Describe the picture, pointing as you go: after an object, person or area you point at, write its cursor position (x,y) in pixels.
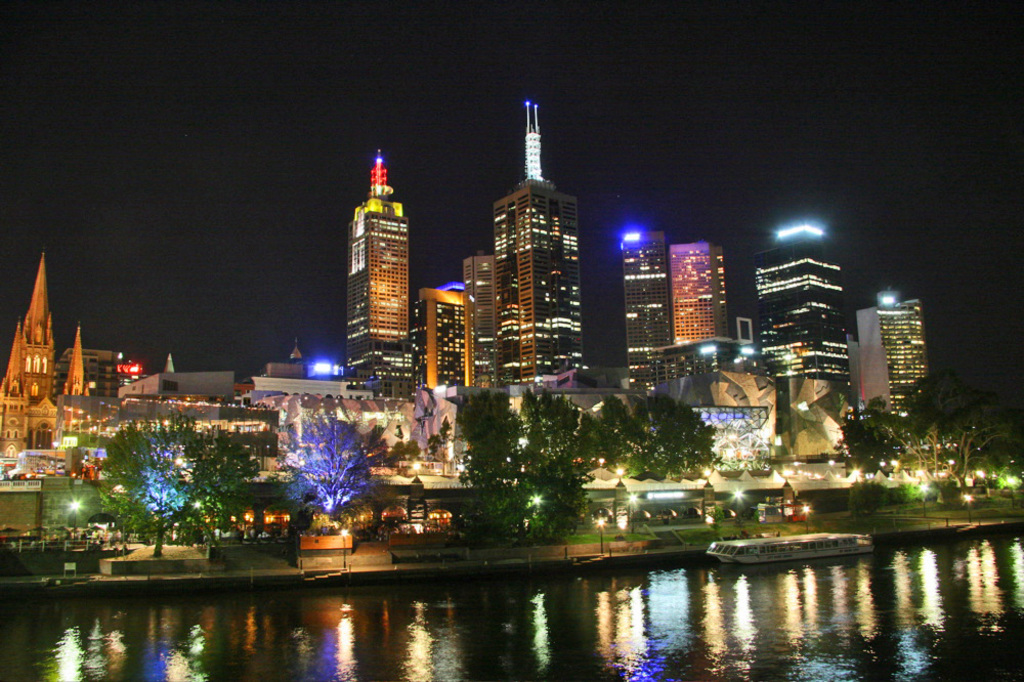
In this picture we can see water (543,577), in the background (236,436) we can find trees (513,440), lights (120,352) and buildings (206,384).
